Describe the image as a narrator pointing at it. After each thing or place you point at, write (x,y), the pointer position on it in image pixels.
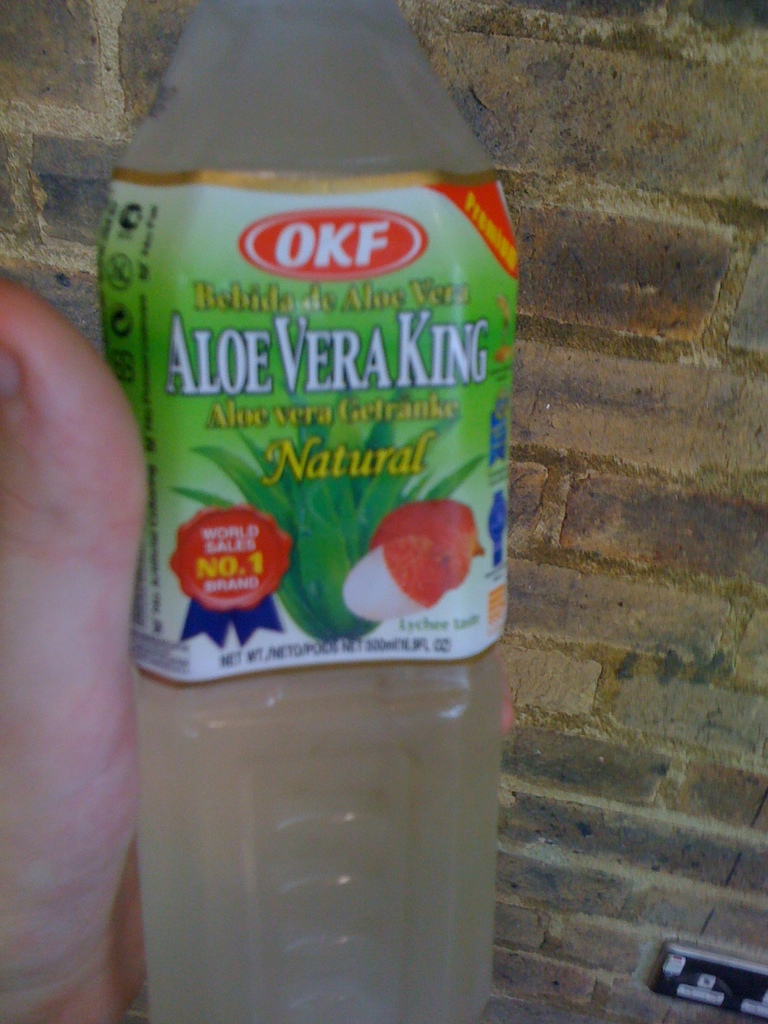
In this image we can see a person's hand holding plastic water bottle (277,572). In the background (69,143) we can see wall (581,379).
